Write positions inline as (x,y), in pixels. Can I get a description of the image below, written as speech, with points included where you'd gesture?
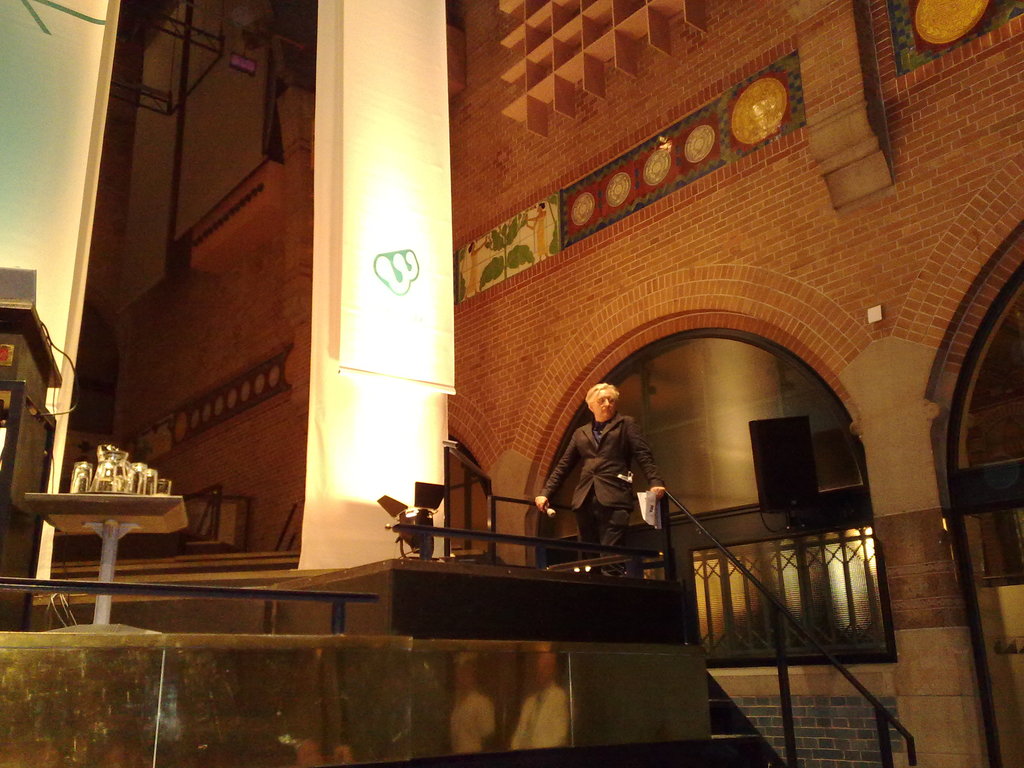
This is a person (592,517) standing. He is holding a mike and papers (644,522) in his hands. This looks like a banner (363,251) hanging. I can see a table (124,523) with the glass objects (125,490) on it. This is a building wall (880,132). I can see an arch (663,326). I think this is a staircase holder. This looks like a speaker (769,502). These are the show lights (412,524). I can see the painting (541,243) on the wall (628,178). On the left corner of the image (48,415), that looks like an object (18,398).
